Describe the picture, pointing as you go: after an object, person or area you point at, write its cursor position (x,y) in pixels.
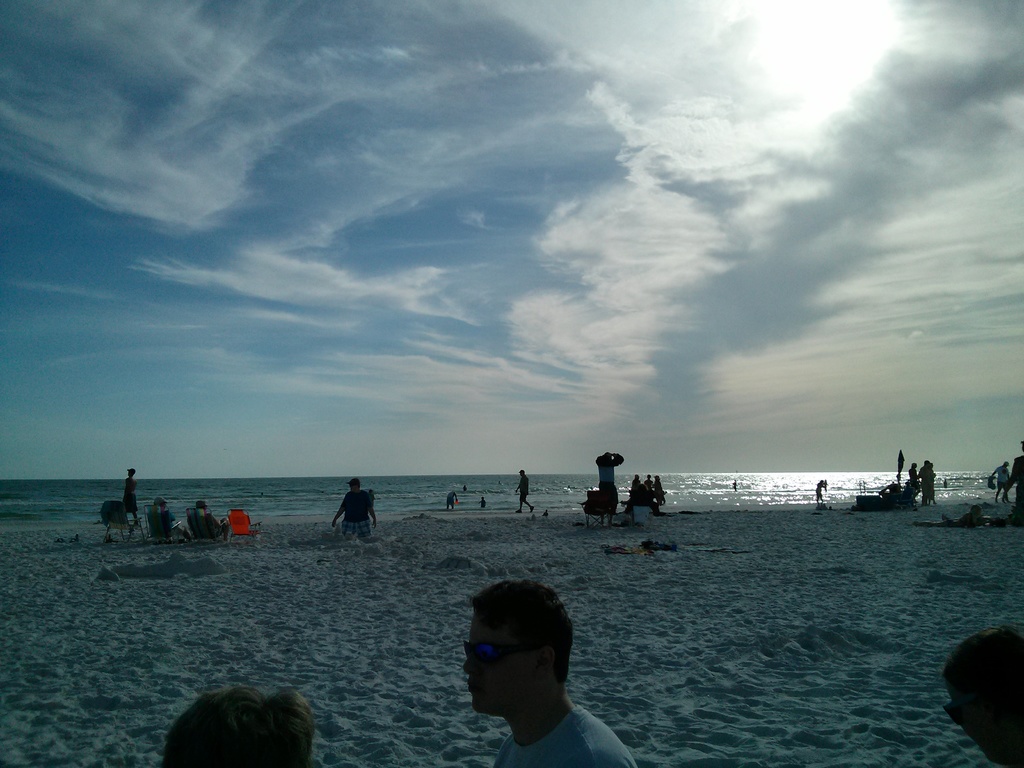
At the bottom of this image (541,651), there are three persons (947,661). In the background (921,568), there are persons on a sand surface (515,557), there is ocean (84,509) and there are clouds (771,419) in the sky (483,168).
